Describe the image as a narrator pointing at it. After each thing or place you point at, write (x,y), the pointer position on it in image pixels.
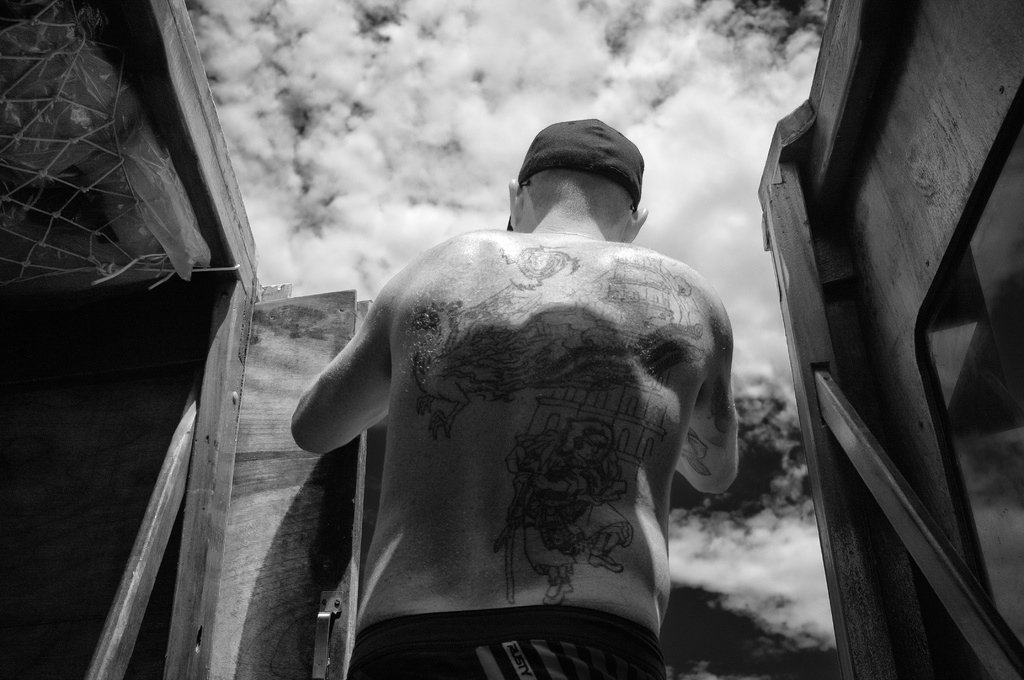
This is a black and white image. We can see a person (520,516). We can see some objects (281,353) on the left (135,520) and some objects (809,309) on the right (956,160). We can also see the sky (593,47) with clouds (615,60).
